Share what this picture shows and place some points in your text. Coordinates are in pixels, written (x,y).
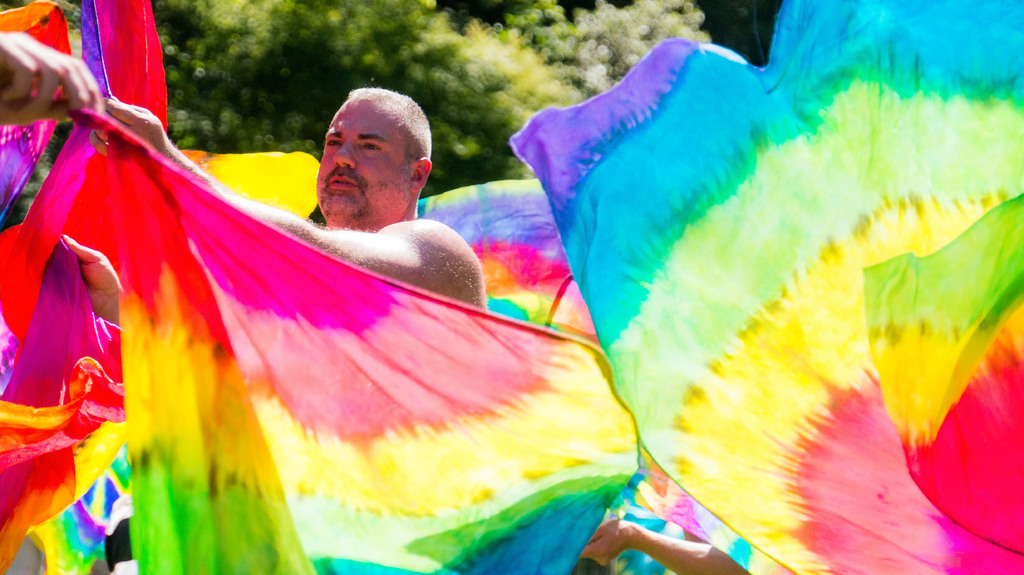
Here we can see a person (405,251) and a rainbow color cloths (599,309). Far there is a tree (579,43).
